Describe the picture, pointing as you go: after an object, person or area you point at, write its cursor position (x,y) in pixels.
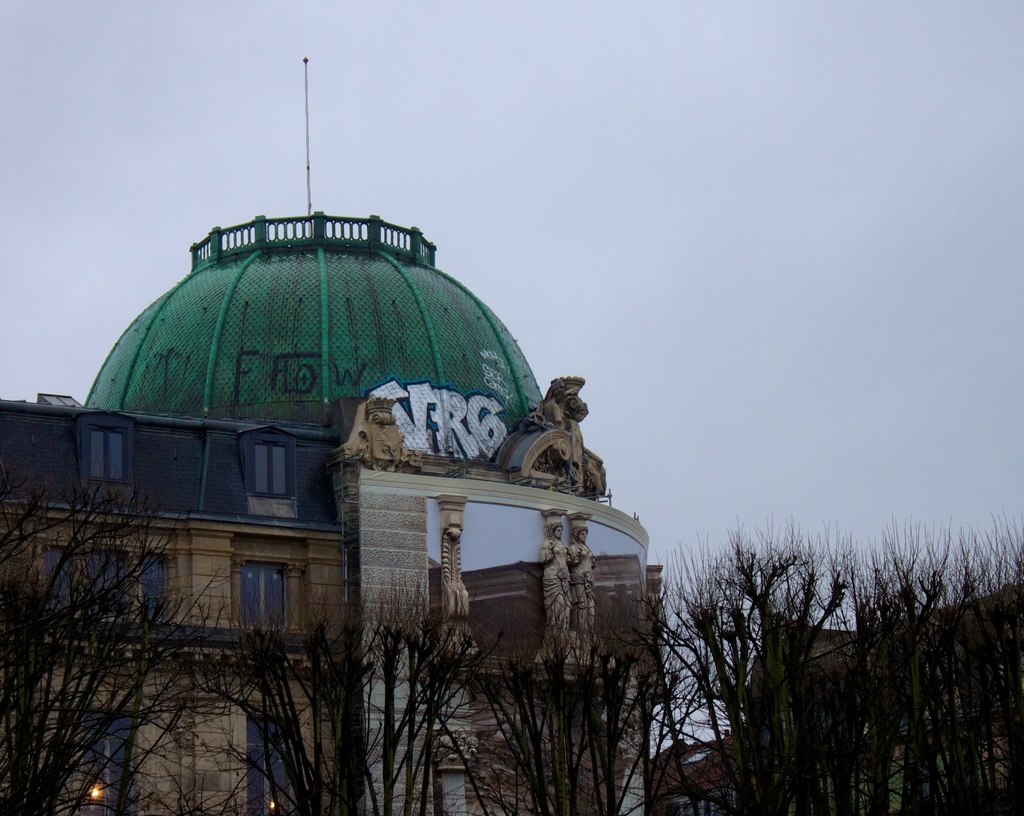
In this picture we can see few buildings (606,633), trees (729,682) and lights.
